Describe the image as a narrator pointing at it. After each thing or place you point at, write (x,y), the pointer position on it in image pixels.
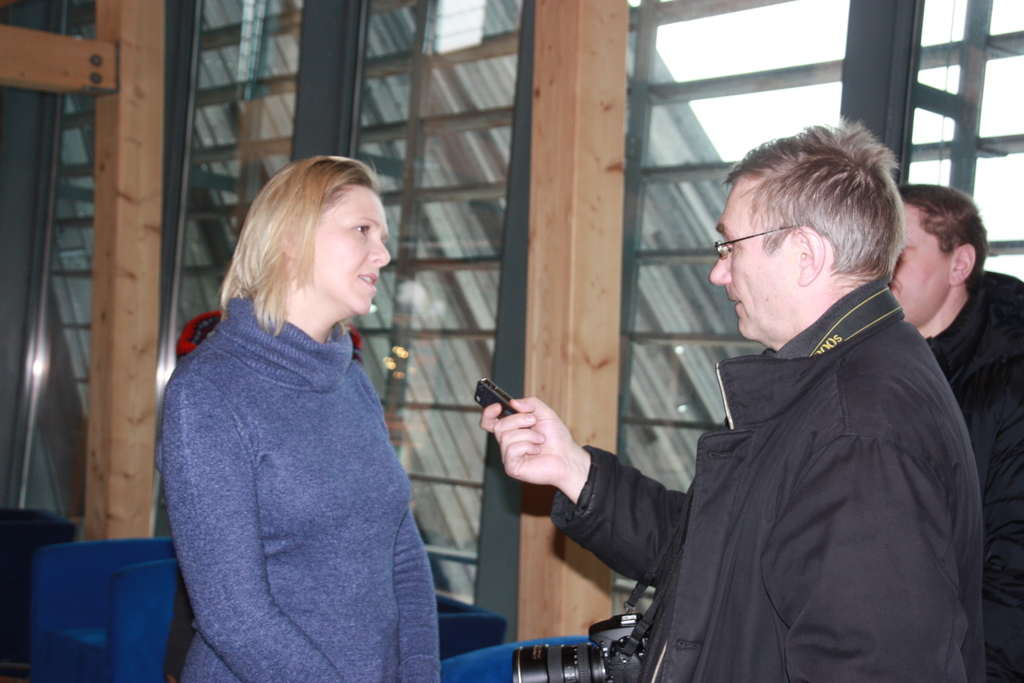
There are people (799,179) standing and this person (754,385) wore camera (571,650) and holding a object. Background (766,18) we can see glass windows (427,278), through these windows (475,206) we can see sky (828,13).
